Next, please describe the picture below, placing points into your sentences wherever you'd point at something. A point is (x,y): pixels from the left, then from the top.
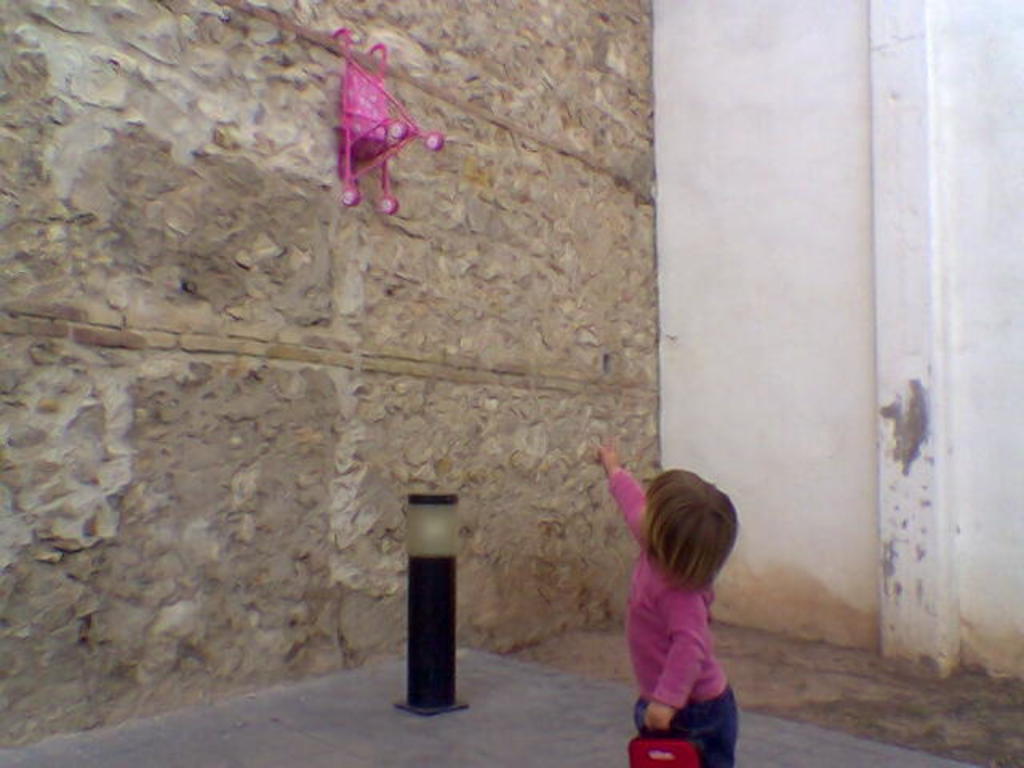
In this image there is a child (673,586) truncated towards the bottom of the image (677,588), the child (669,641) is holding an object (667,744), there is an object (444,602) on the ground (483,751), there is wall (193,308) truncated towards the top of the image (126,226), there is wall (291,223) truncated towards the left of the image (43,337), there is wall (929,340) truncated towards the right of the image (875,251), there is an object (383,112) on the wall (361,221).
